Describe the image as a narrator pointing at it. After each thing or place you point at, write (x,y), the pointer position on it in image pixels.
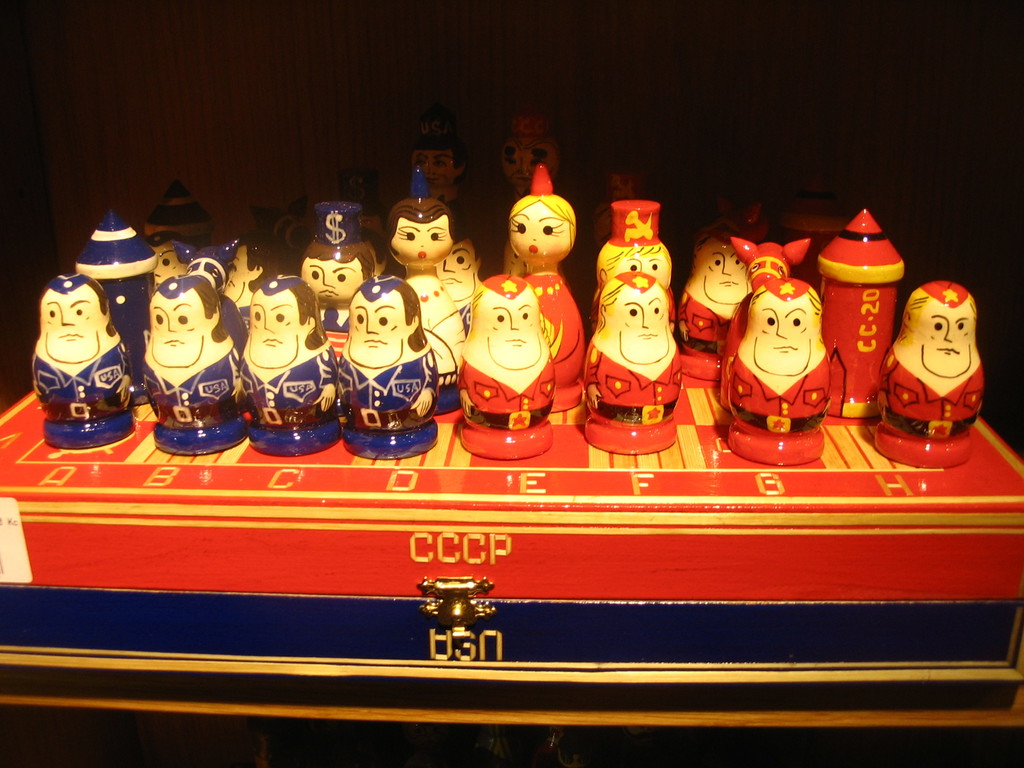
In this picture we can see some figurines (611,289), there is a dark background (933,20), it looks like a box (671,569) at the bottom (513,575).
